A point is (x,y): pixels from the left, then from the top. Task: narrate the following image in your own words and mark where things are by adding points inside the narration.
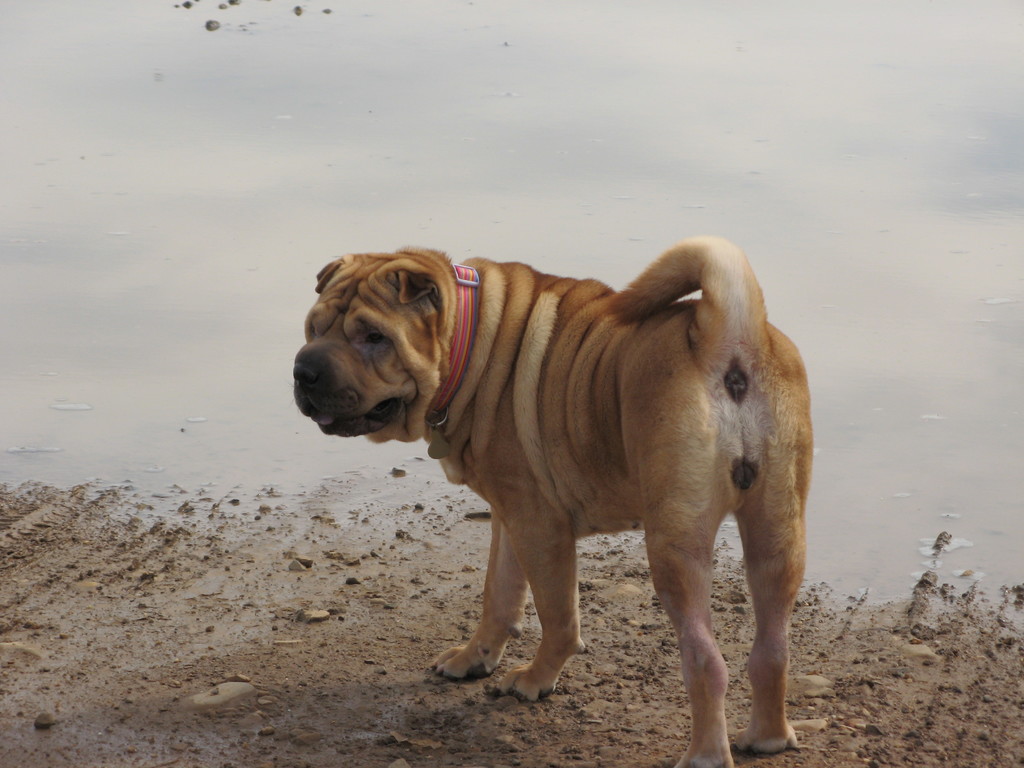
In this image, we can see a dog (582,449) with belt (459,360) is standing on the ground (417,702). Here we can see a water (509,222).
